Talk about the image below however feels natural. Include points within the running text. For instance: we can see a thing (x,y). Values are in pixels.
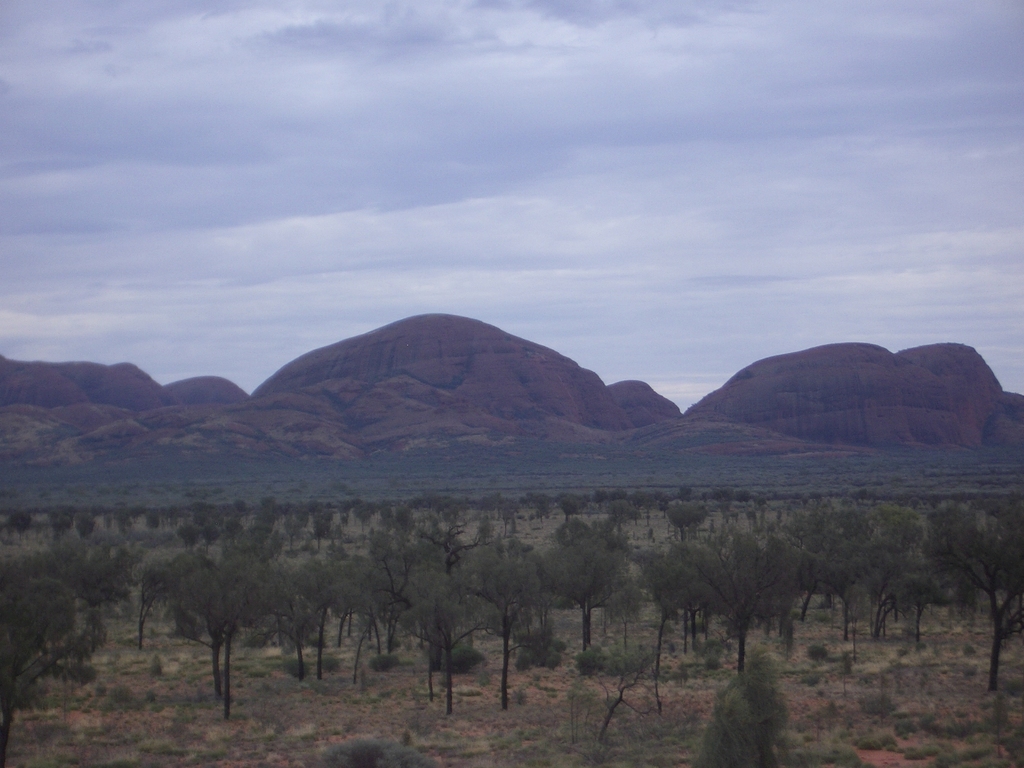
In this picture there are mountains (977,425) and trees (564,542). At the top (510,192) there is sky (575,104) and there are clouds (482,85). At the bottom (466,680) there is mud (650,719).
